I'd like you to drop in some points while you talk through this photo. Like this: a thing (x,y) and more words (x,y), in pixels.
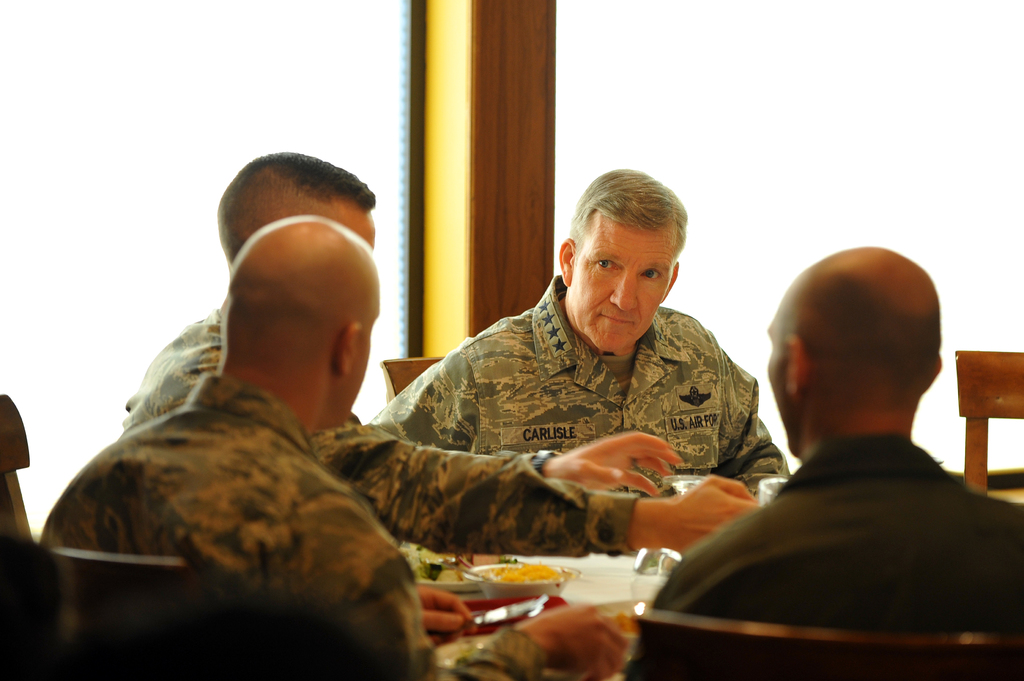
In the image we can see there are people (388,662) sitting on the chairs (861,668) and there are food items (532,576) kept in the bowl (493,587). The men (584,539) are looking at each other.
